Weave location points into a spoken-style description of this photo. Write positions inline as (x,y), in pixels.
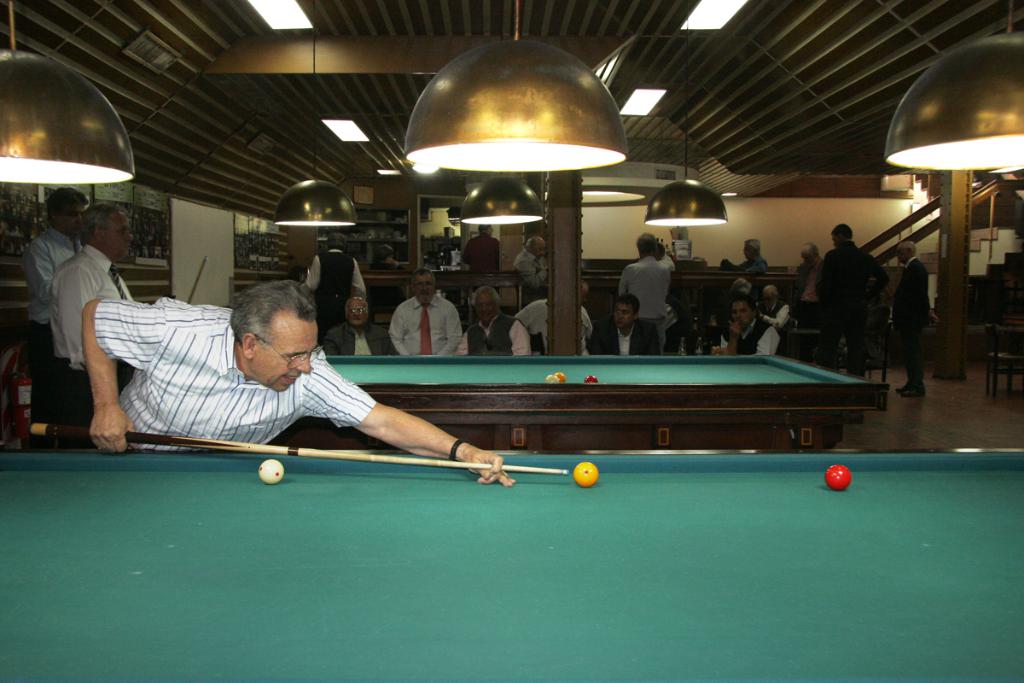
This picture shows a few people (608,348) seated on the chairs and few (906,294) are standing and we see a man (98,434) hitting a ball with the cue (35,433) on the pool board (589,584) and we see lights (555,159) and Stairs (996,190).
